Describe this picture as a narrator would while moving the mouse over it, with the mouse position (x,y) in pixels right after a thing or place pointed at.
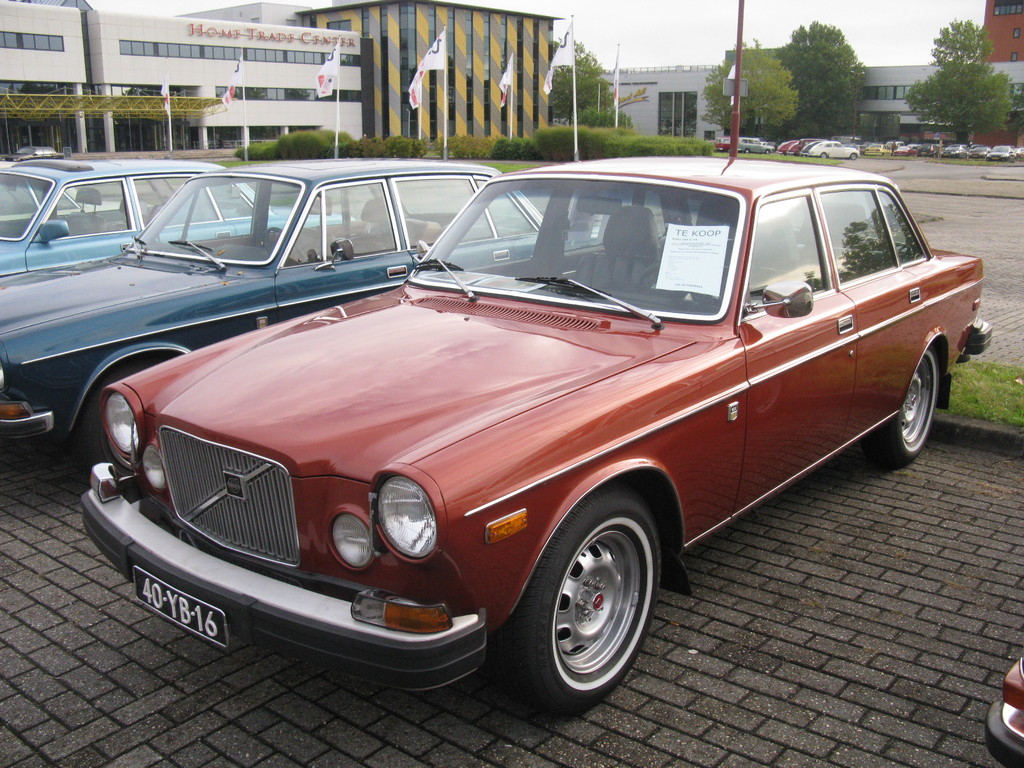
In this image I can see three cars (615,391) visible on the floor (915,539) and I can see flags (227,92), vehicles (998,149), and buildings (263,92), trees (563,82) and the sky (652,68) visible in the middle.
